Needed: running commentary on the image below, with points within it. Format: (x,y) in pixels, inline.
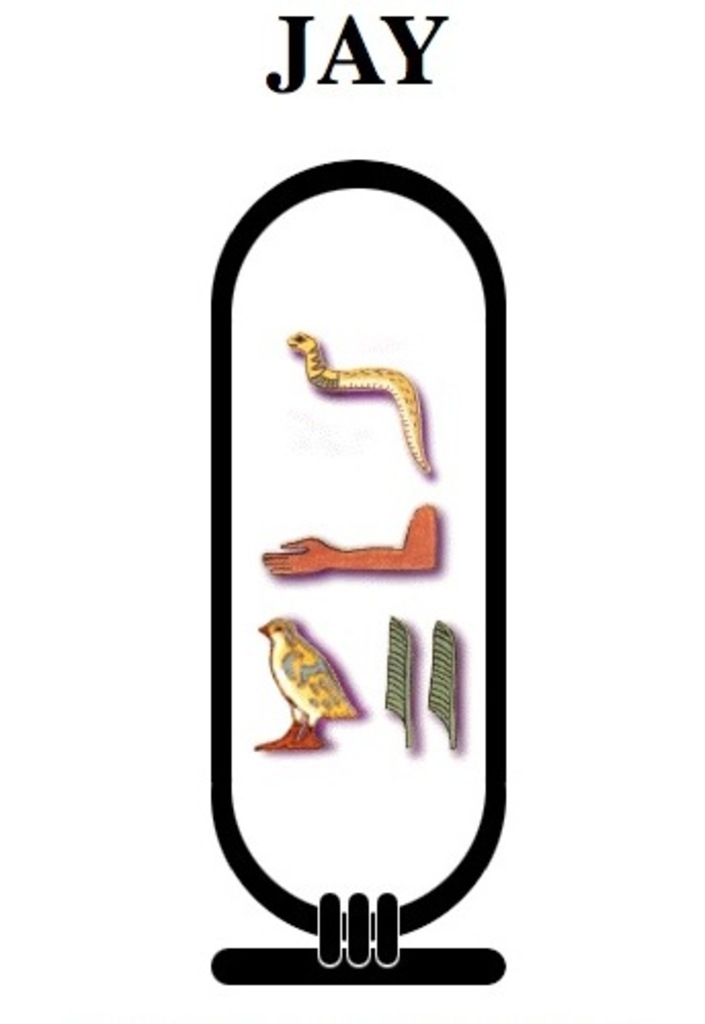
In this image, we can see a logo (448,519) and text (417,69) on the white background (272,228). This logo (379,497) contains snake (386,382), hand (338,555), bird (316,660) and leaves (441,704).
